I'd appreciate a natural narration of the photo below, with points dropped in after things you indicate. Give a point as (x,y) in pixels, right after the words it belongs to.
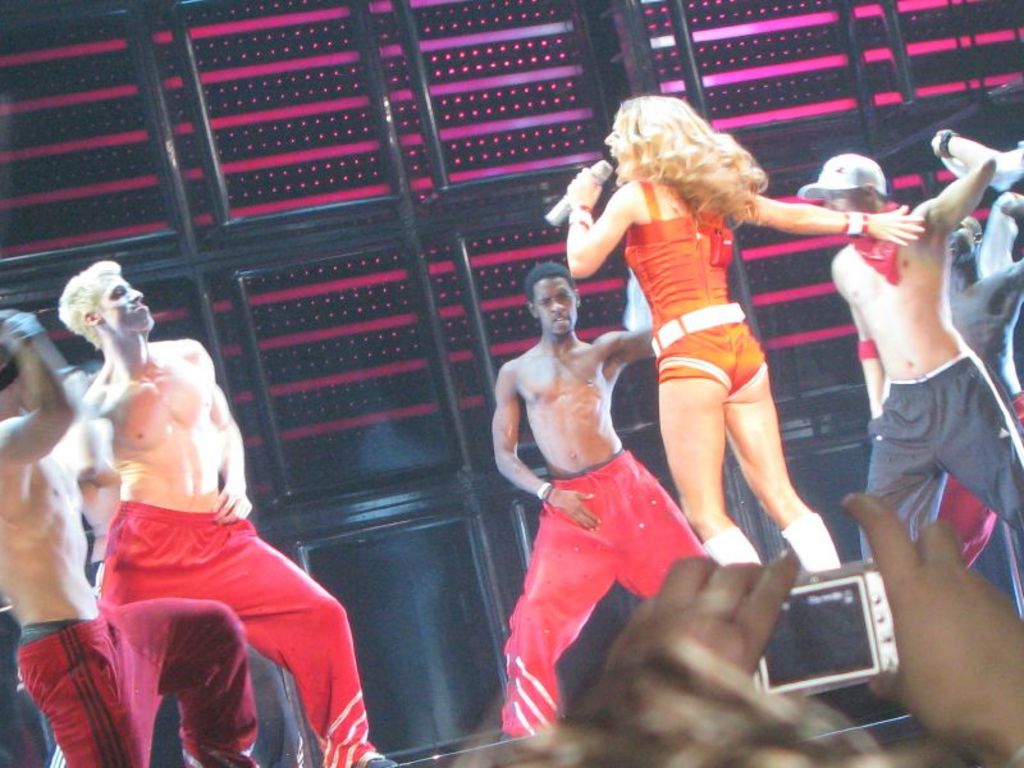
In this image I can see the group of people (96,320) dancing. They are wearing different color dresses (734,329). One person (734,414) is holding the mic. In front (913,637) one person (919,670) is holding the camera (860,651). Background (329,120) is in black and pink color.
